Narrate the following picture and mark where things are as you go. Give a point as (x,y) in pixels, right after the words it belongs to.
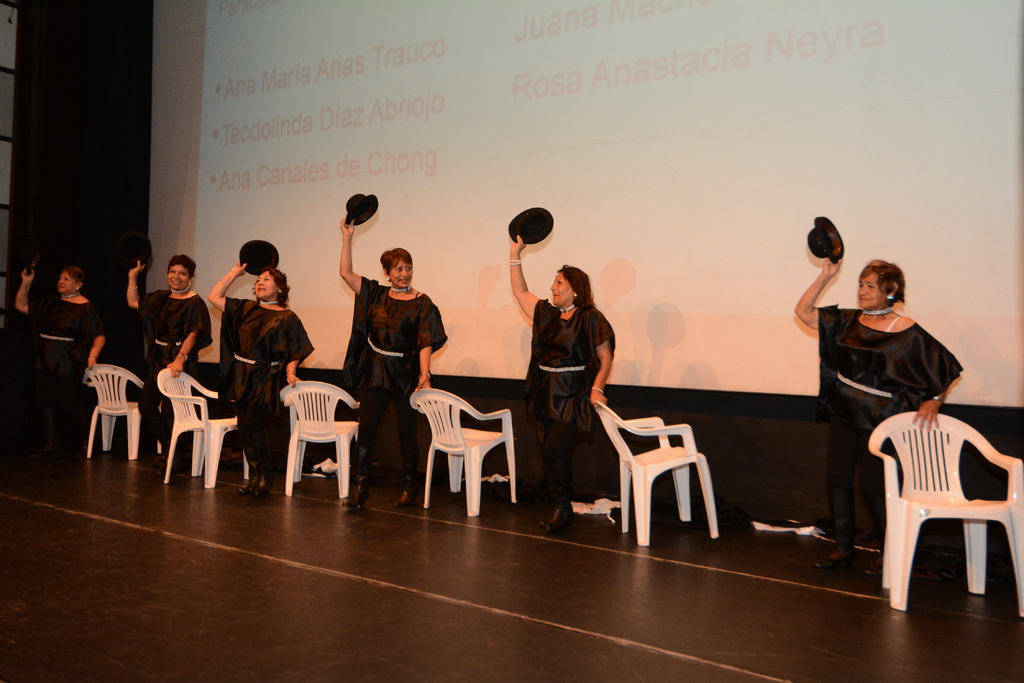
The picture is taken on the stage (194,501) where there are six woman (409,310) standing on the stage (409,519) and wearing black dresses (347,364) and hats (359,209) in their hands (343,220) and holding the chairs (473,416) and behind them there is a big screen (314,180) and write some text (418,162) on it.
